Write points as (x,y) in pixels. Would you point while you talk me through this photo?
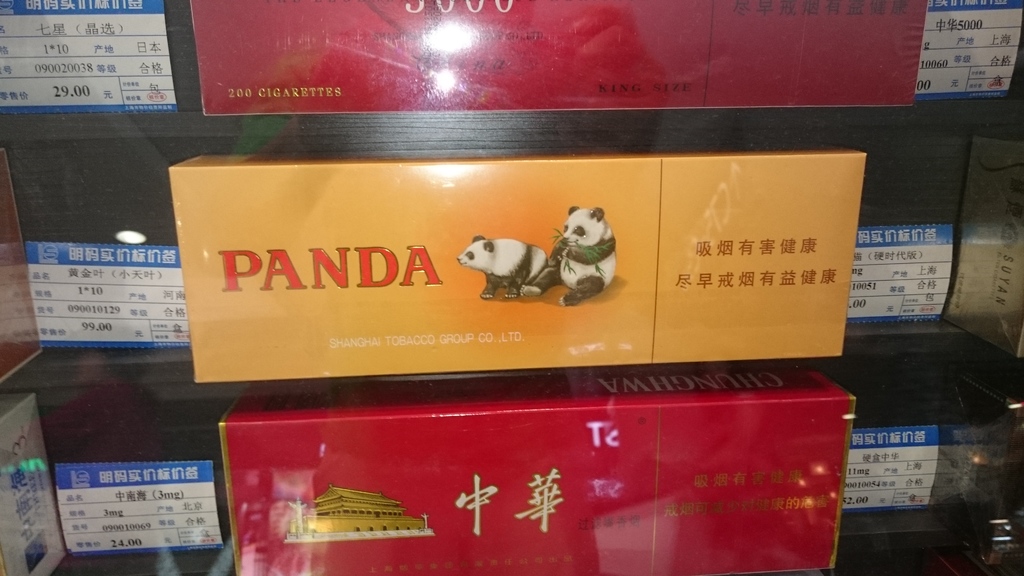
As we can see in the image there are different colors of boxes (509,444). On boxes (11,572) there is something written.
